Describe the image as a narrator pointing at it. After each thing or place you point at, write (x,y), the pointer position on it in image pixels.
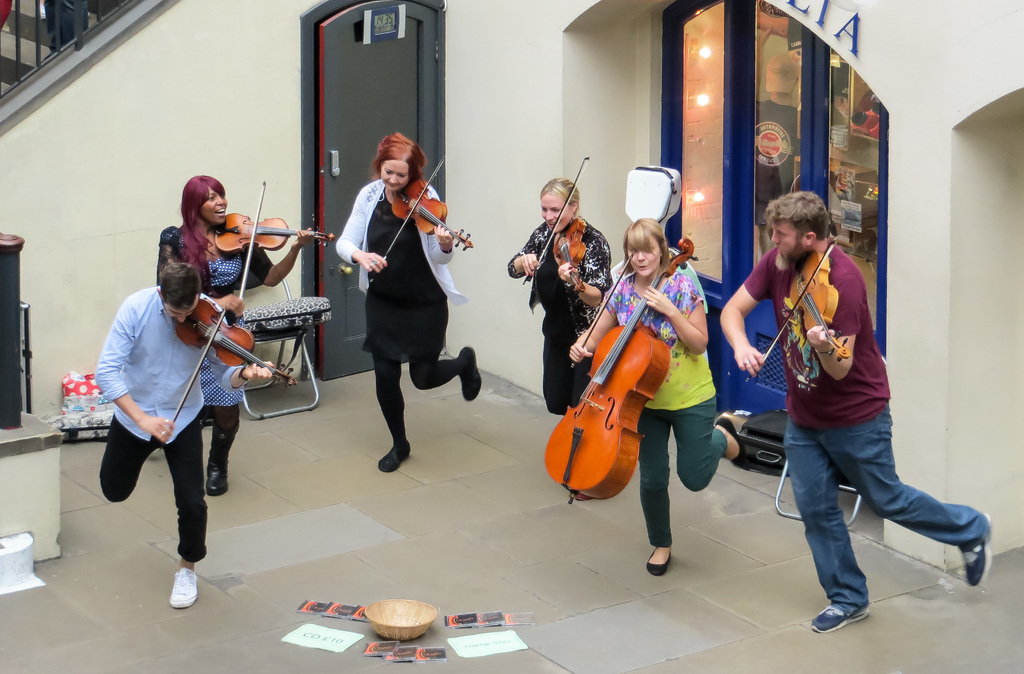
There are six persons (661,319) standing and holding instruments (281,232) and playing. In the center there is a basket (389,612). In the back (681,89) there is a wall (528,70), door (425,79) and a staircase (28,46) is on the left corner (48,47).
